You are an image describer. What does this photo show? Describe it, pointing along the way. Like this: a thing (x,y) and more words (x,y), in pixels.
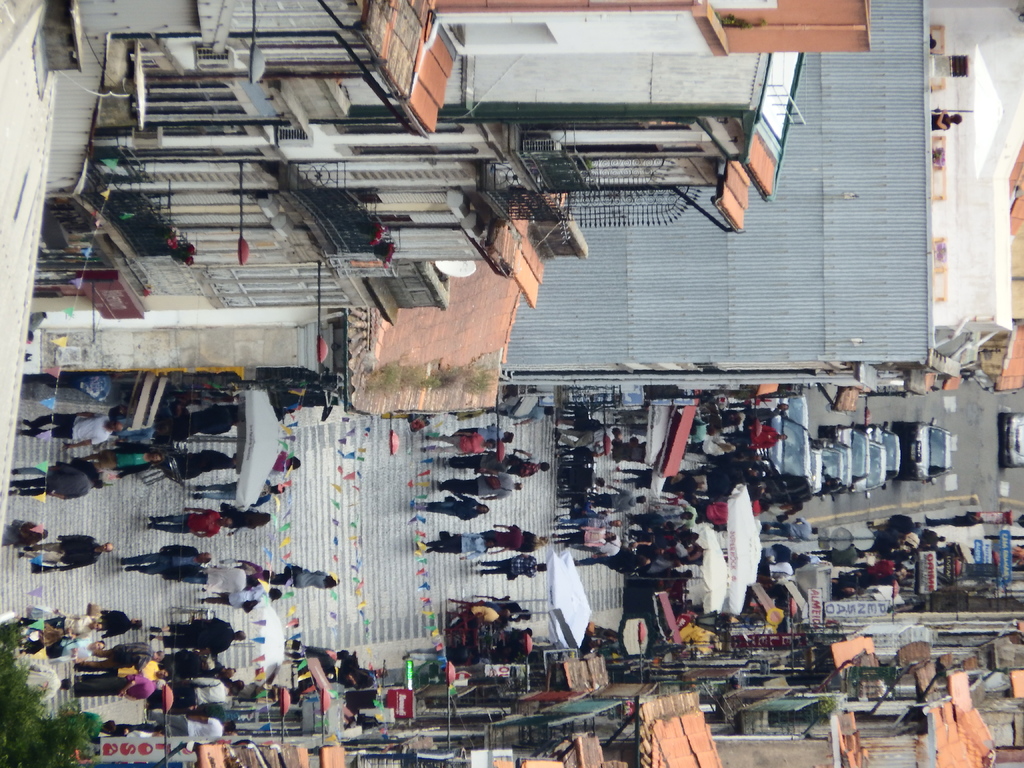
In this picture there are people (244,632) and we can see vehicles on the road (948,494), umbrellas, flags (303,677), boards (929,568) and buildings (950,605). In the bottom left side of the image (13,752) we can see leaves (25,739).
